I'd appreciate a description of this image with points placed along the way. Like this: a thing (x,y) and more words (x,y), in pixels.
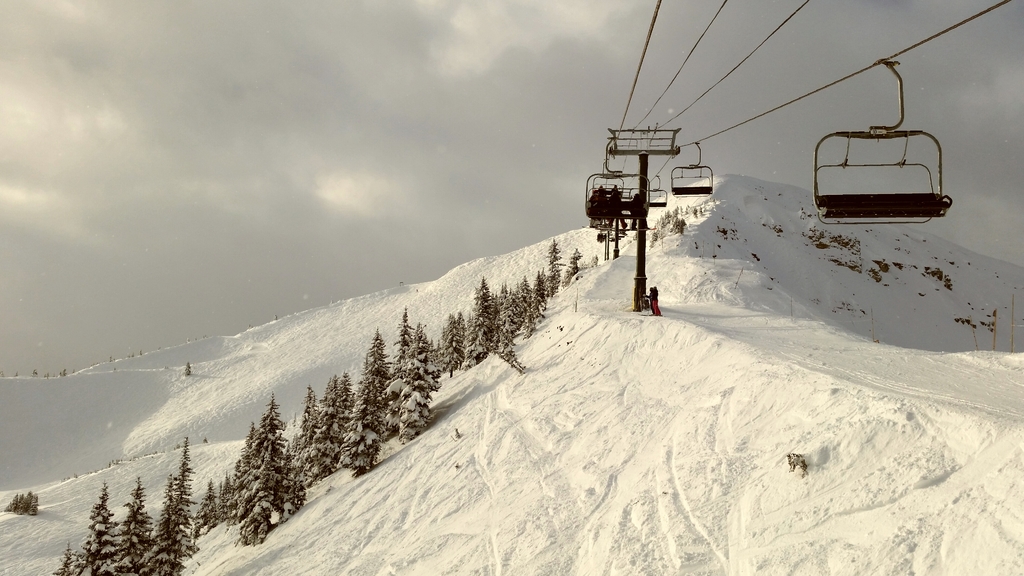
As we can see in the image there are trees (418,354), cable cars (711,189) and few people (611,200). There is snow (594,429) and at the top (264,54) there is sky (309,42).
